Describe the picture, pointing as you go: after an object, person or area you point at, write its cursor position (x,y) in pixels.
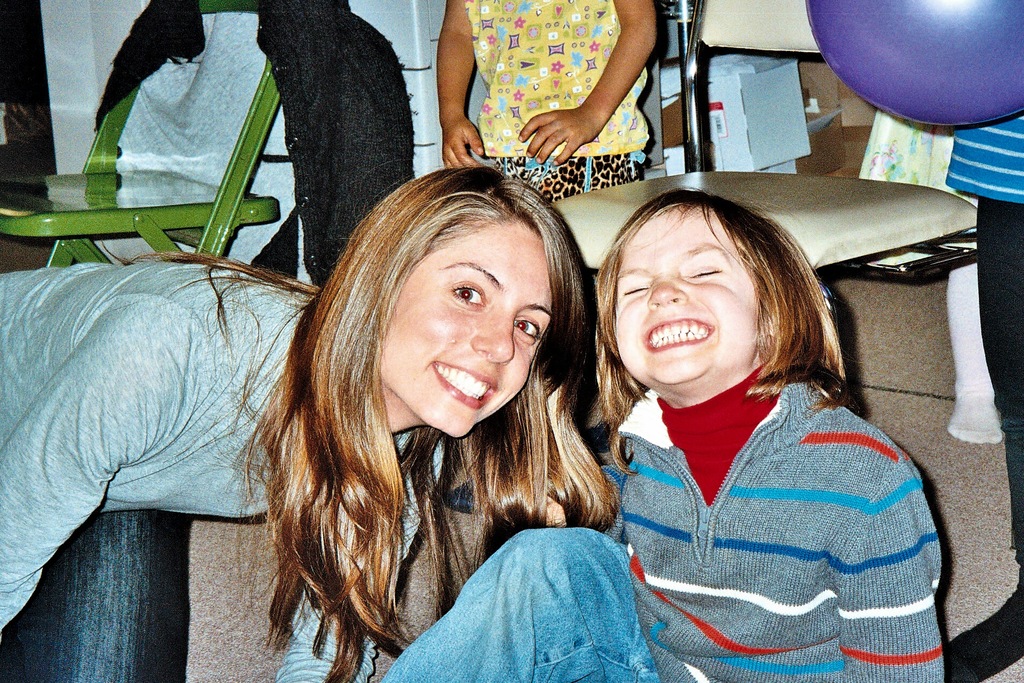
At the left corner of the image (182,374) there is a lady (320,392) with grey jacket (202,410) is bending and she is smiling. Beside her in the middle of the image (648,399) there is a girl (646,475) with a jacket (821,465) is sitting. Behind them at the left top corner of the image (213,218) there is a green chair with a jacket (343,165) on it. And in the background (524,34) there is a person (488,73) in yellow dress (523,50) and also there is a chair (750,42). At the right top corner of the image (917,53) there is a violet balloon (978,66) and a person (1014,342).
